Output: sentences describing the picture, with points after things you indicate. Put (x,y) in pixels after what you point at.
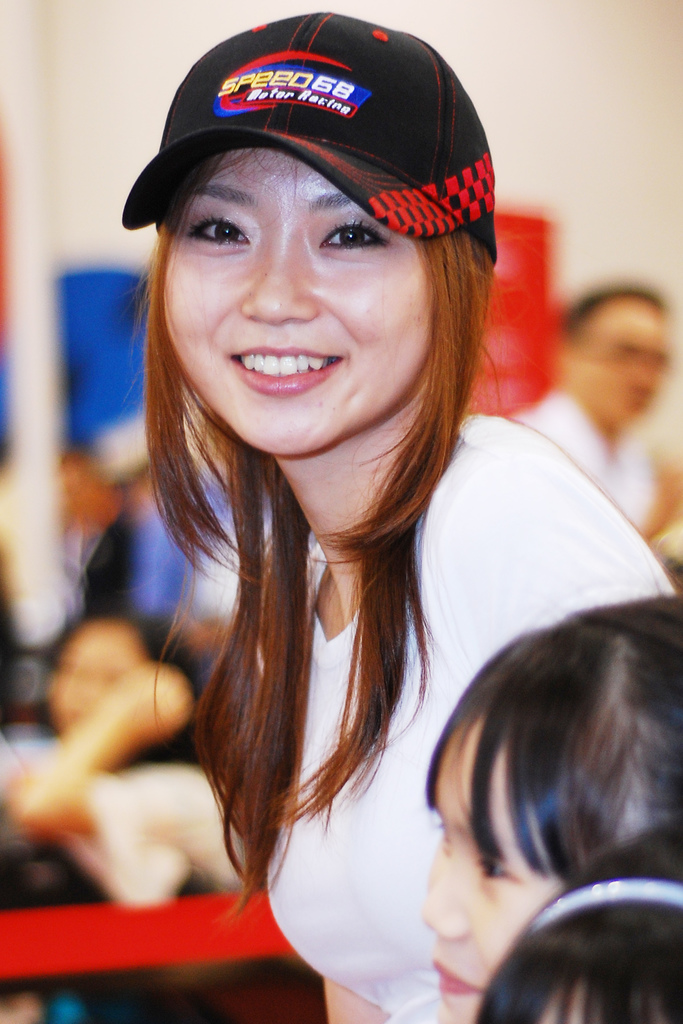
In this image I can see number of people (226,492) and in the front (342,535) I can see one of them is wearing a black colour cap (373,119) and a white colour top (372,811). I can also see smile on her face (357,345) and I can see this image is little bit blurry.
